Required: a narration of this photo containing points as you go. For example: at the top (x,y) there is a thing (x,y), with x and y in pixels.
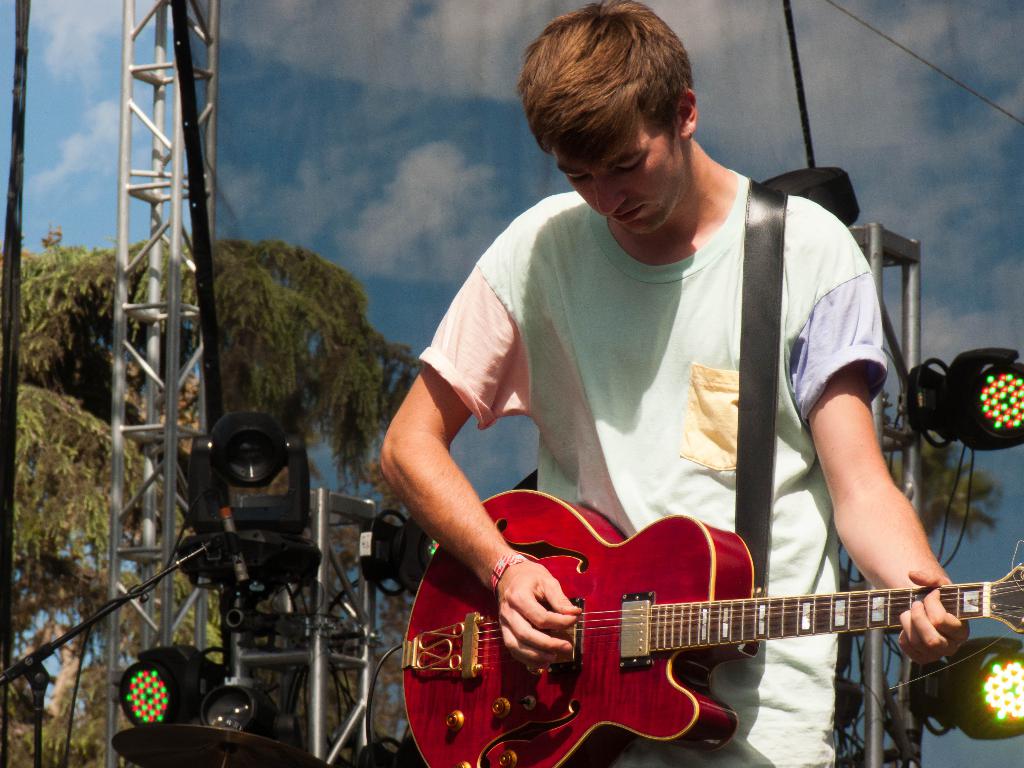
In this picture i could see a person (659,340) holding a guitar (710,561) in his hands (540,657) and in the background (366,187) i could see a beautiful blue sky (306,139) and trees (49,390) and there are some other instruments (199,728) at the back of him and lights (154,688) too.
